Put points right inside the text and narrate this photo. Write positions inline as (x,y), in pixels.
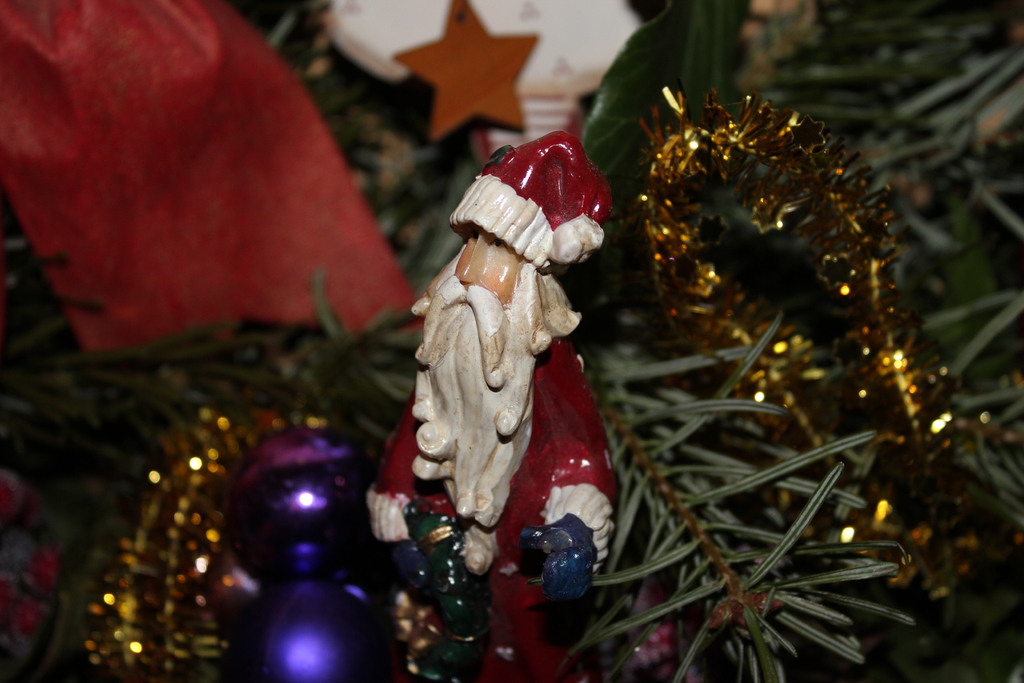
In this image I can see a statue of a Santa Claus (501,408) which is red, white and cream in color and I can see few decorative items (664,203), a tree (44,305) and a light (299,496).
